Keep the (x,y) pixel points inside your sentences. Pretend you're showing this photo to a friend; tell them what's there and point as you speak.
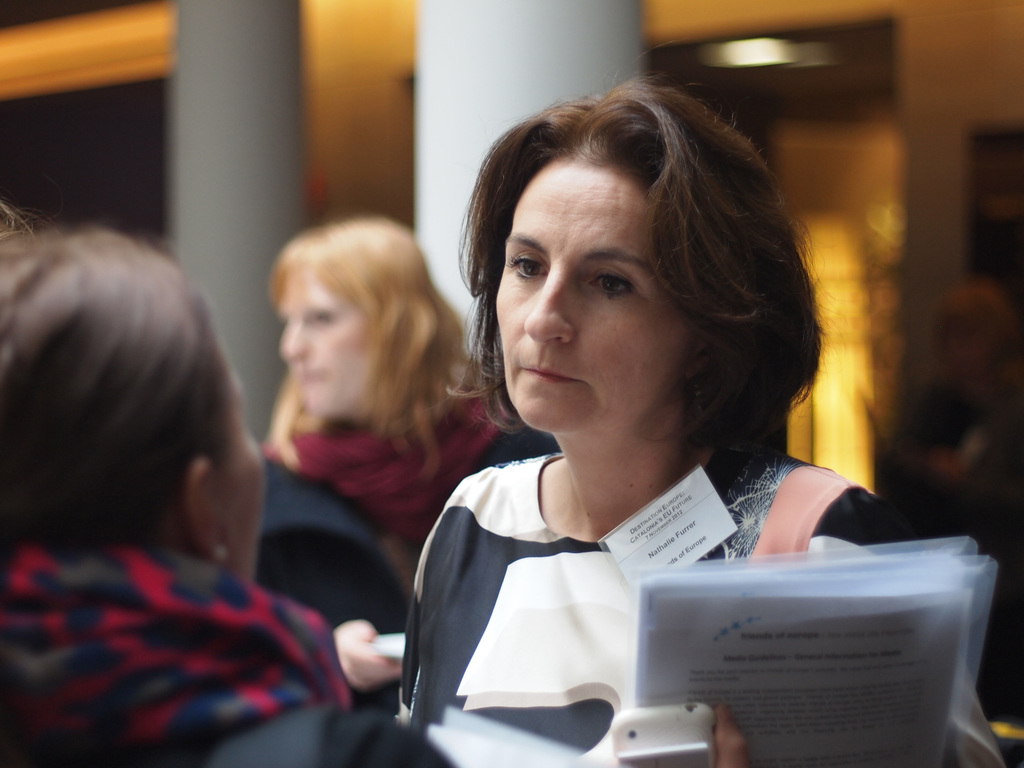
In the image there are few women (398,423) standing, the woman (679,326) in front (627,141) holding a file (802,673) and cellphone (702,766). in the background (441,191) there are pillars (257,104).
